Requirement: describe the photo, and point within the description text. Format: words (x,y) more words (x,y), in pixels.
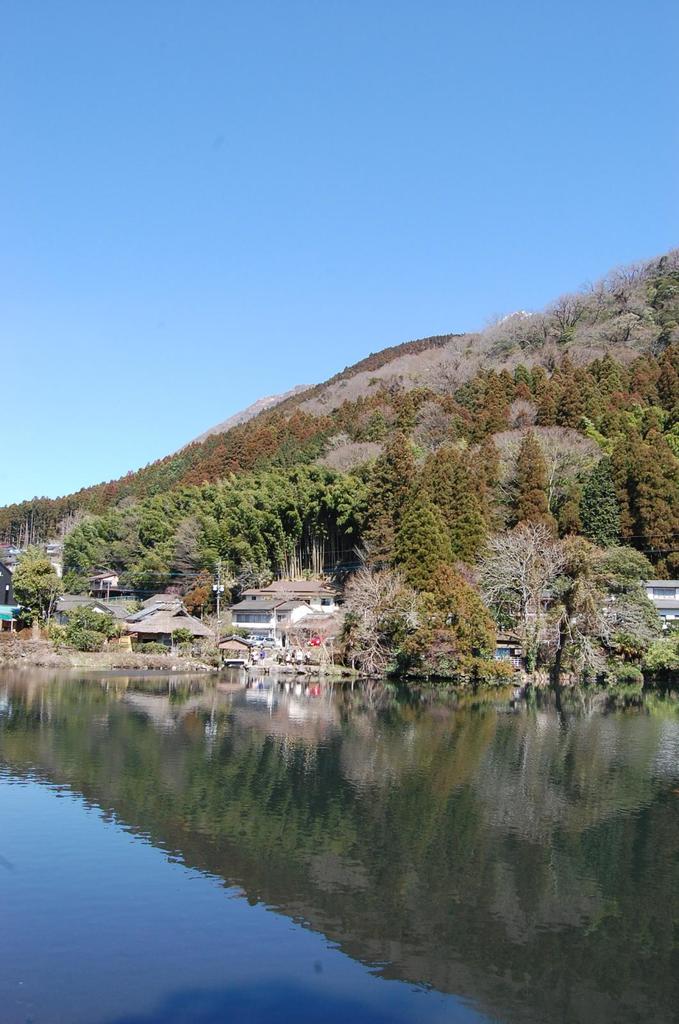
In this image I can see the water (352,813), few buildings (123,615), few trees (470,604) and the mountain (380,372). In the background (442,146) I can see the sky (217,292).
